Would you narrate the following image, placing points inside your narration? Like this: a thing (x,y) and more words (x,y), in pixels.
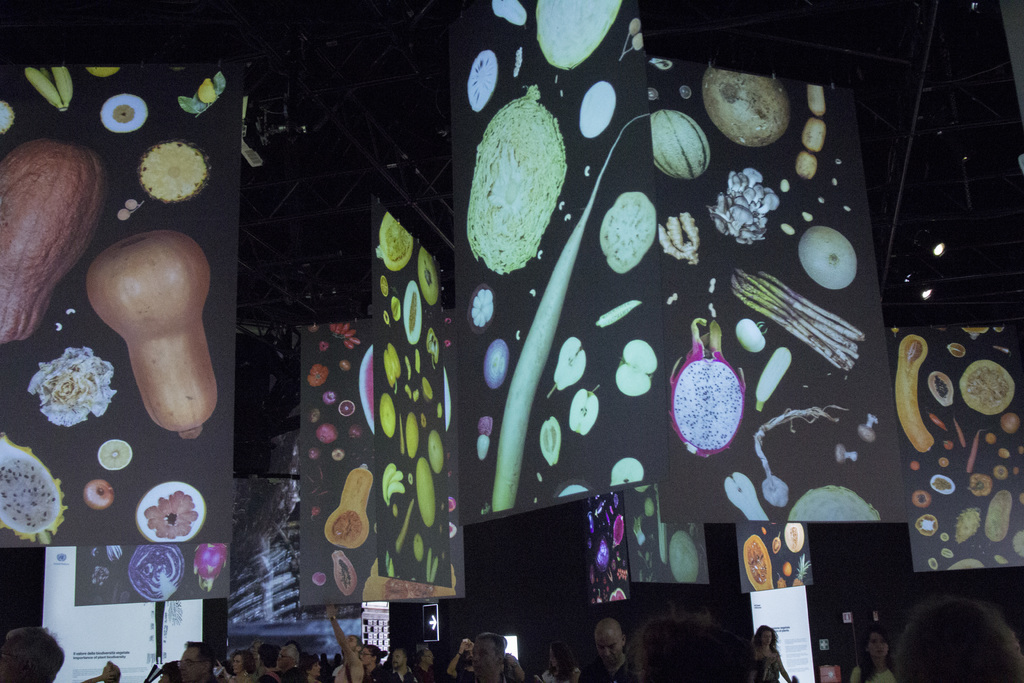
There are people (561,661) and we can see boards (330,474). In the background (483,590) it is dark.
